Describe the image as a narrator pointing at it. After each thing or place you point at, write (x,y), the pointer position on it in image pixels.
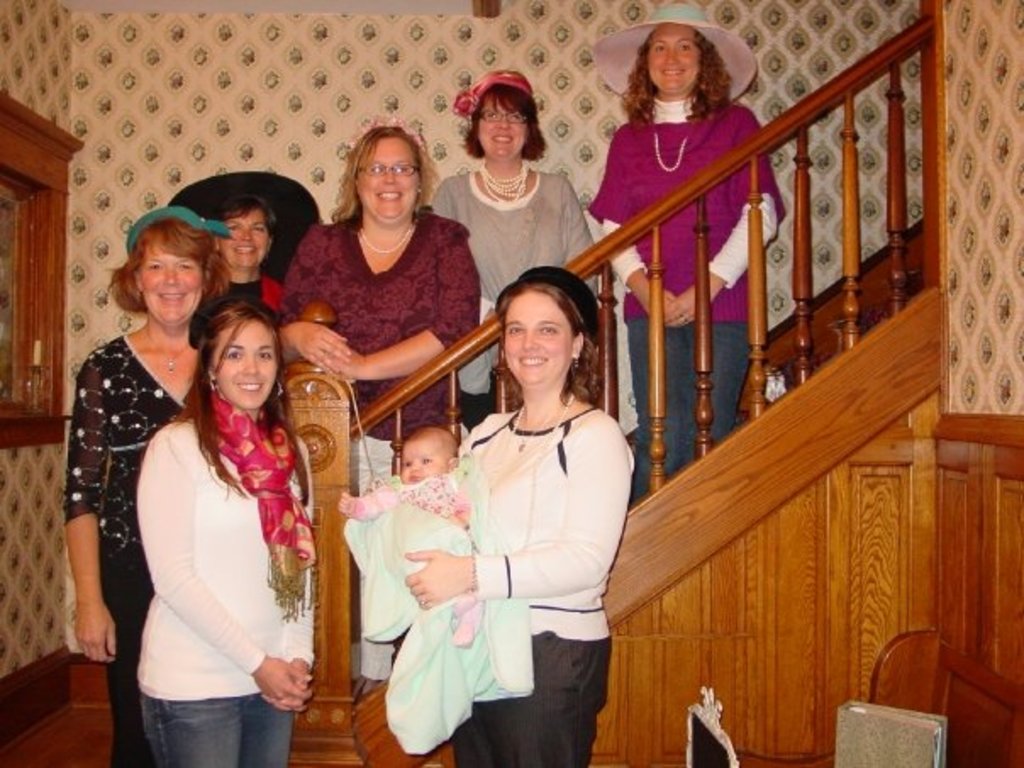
In this picture we can see a group of people (132,299), they are smiling, one woman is carrying a baby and in the background (703,553) we can see a staircase (717,543), wall (970,15) and some objects (41,406).
